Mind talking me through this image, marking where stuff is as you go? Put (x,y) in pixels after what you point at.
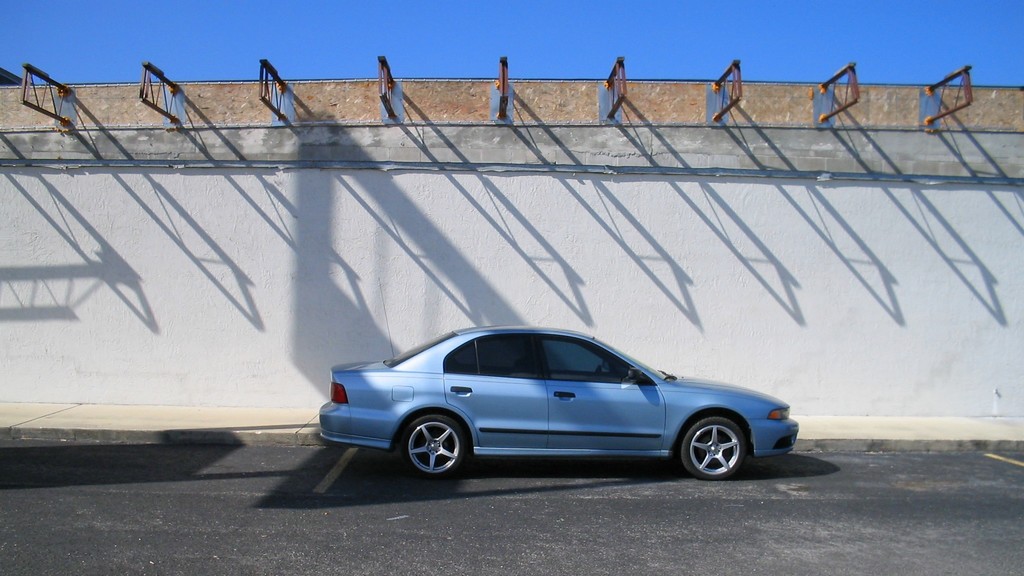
In the image there is a car (455,453) parked beside a wall (846,358) and the car (621,407) is of blue color.
